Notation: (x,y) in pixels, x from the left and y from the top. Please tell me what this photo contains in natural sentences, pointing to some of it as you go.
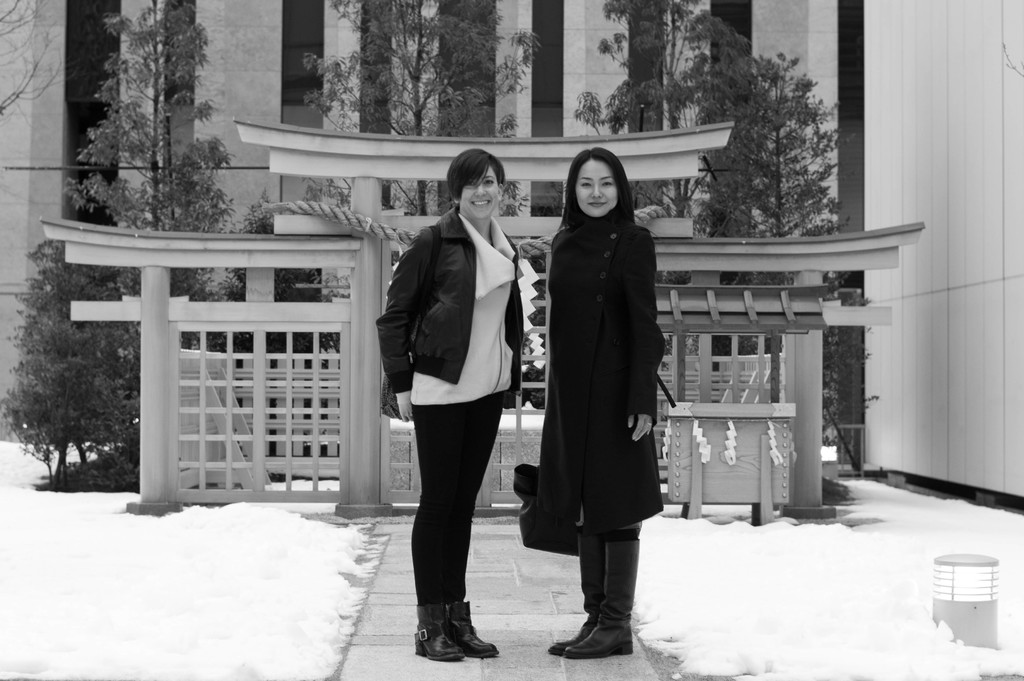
In this picture there are two girls (579,221) standing in the front (603,289), smiling and giving a pose into the camera. On both the sides we can see the snow (750,582) on the ground (750,582). Behind there is a big wooden arch (140,240). In the background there are some trees (211,147).
